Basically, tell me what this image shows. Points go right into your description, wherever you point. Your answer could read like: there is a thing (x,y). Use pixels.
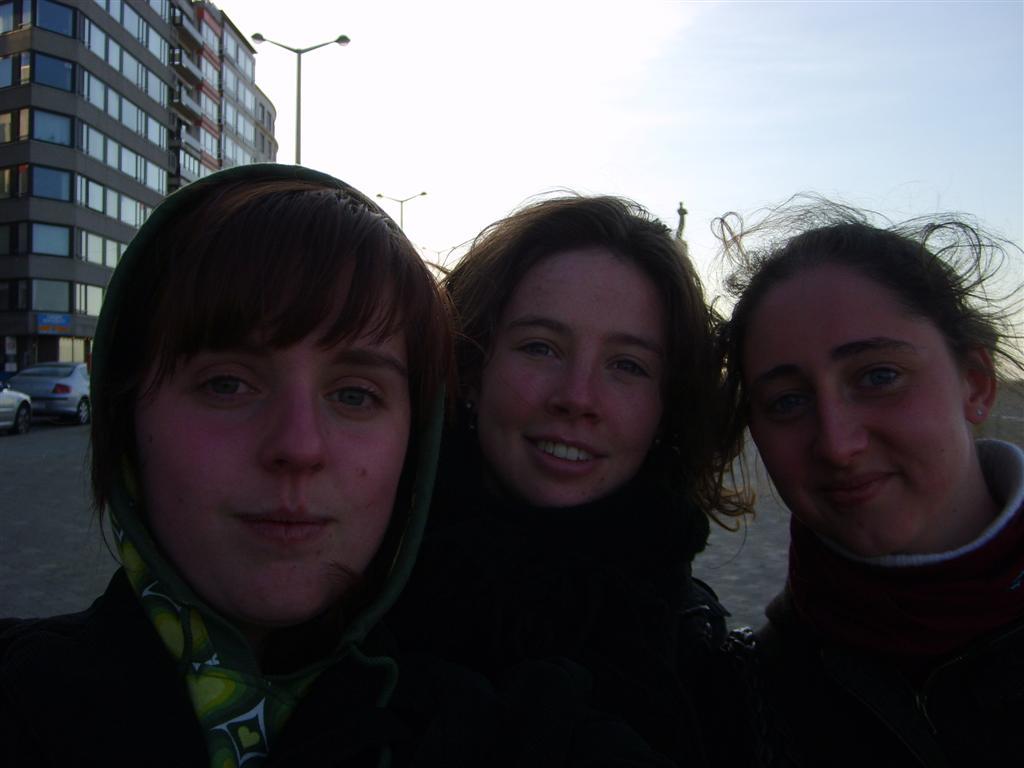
There are three ladies (624,514). In the back (222,82) there is a building (74,147), vehicles (11,386), street light poles (403,211) and sky (722,83).
